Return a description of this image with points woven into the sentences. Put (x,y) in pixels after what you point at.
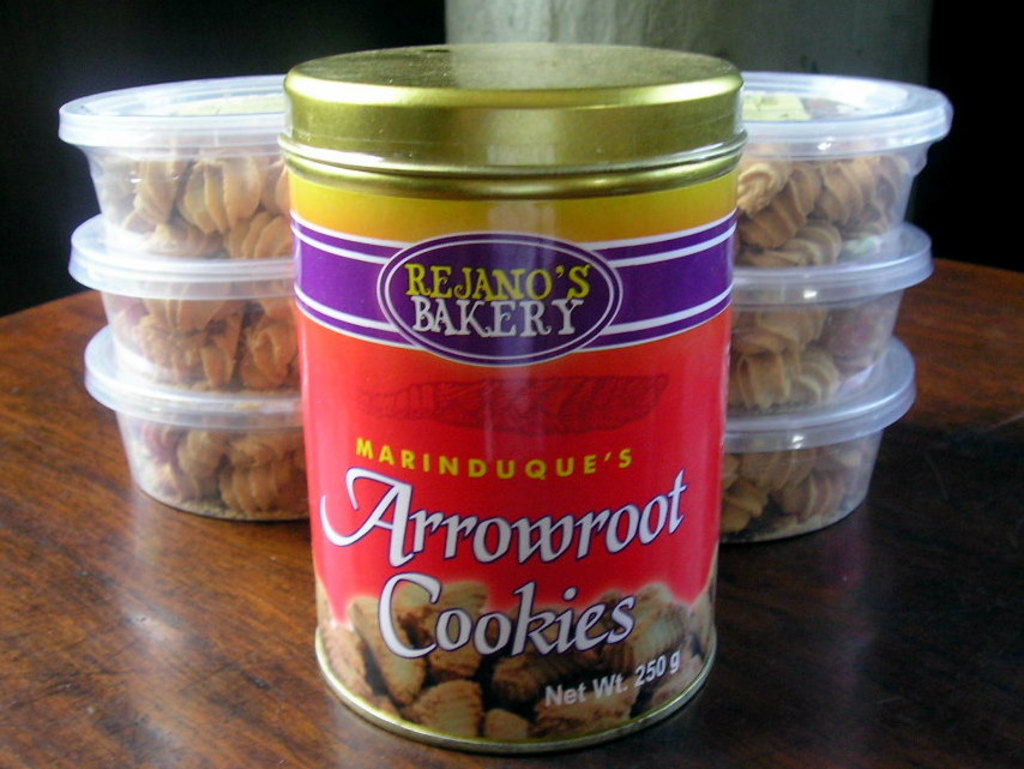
In this picture I can see few boxes (263,342) with some food (214,386) and I can see a metal box (480,289) with some cookies (478,623) on the table (944,694).
